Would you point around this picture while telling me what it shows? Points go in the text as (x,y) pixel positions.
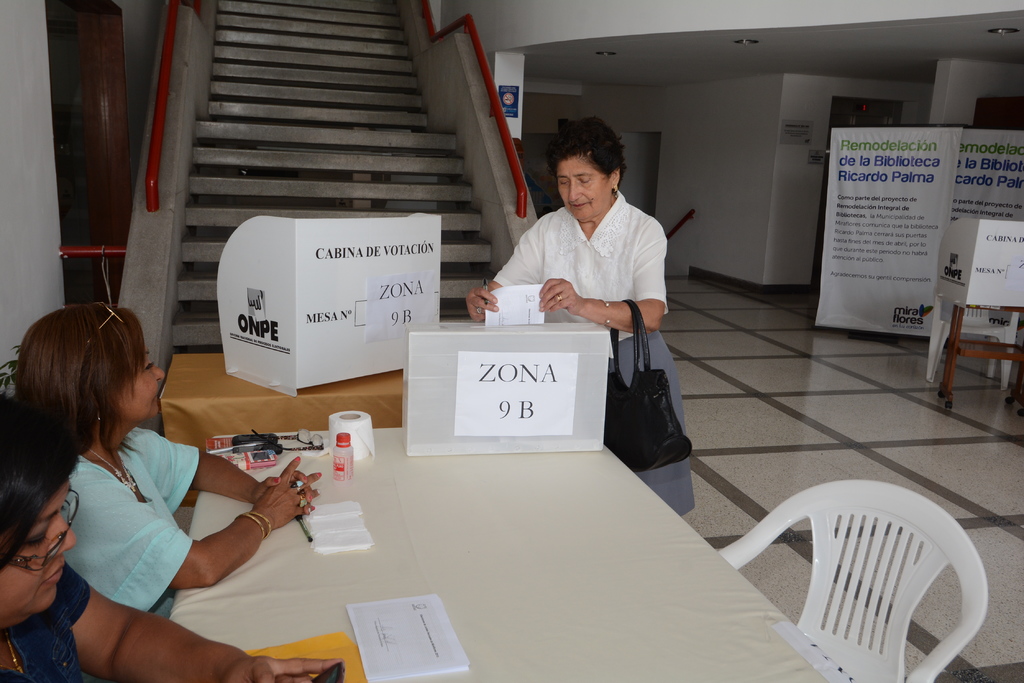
In this picture we can see a woman (591,165) carrying her bag (639,387) standing on a floor (697,277) dropping paper (516,308) into the box (492,383) and here on table (420,590) we can see some bottle (346,438), tissue papers (355,428), spectacle (301,441), cards (416,659) and aside to this table (245,506) we have two woman (110,502) sitting on chairs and here we can see steps (270,84) aside to this steps (340,55) we have wall (419,30) and grill (482,49) to hold and in background (873,181) we can see banners (900,183).
